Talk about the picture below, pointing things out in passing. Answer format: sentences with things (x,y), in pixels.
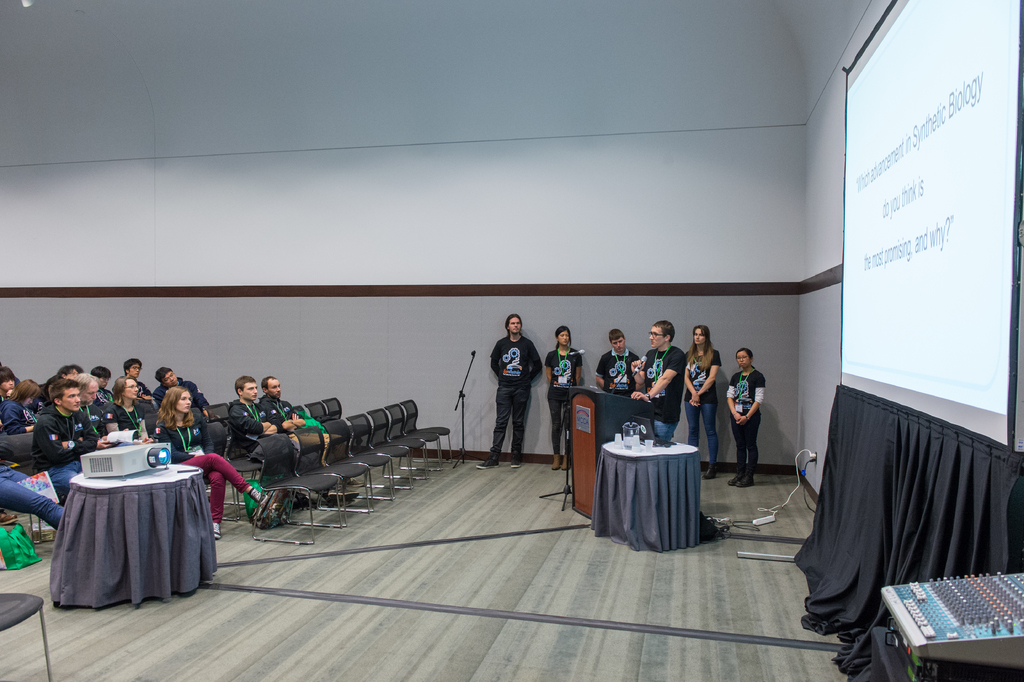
In this picture people (669,404) are here for some meeting. In this we can see a person (653,371) holding microphone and saying something and we have spectators (93,371) and behind him we have some person (711,419) may be his teammates (517,375) wearing id cards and we can see a presentation (880,219) and there is a projector (144,457) and it seems like a conference room (689,327).
